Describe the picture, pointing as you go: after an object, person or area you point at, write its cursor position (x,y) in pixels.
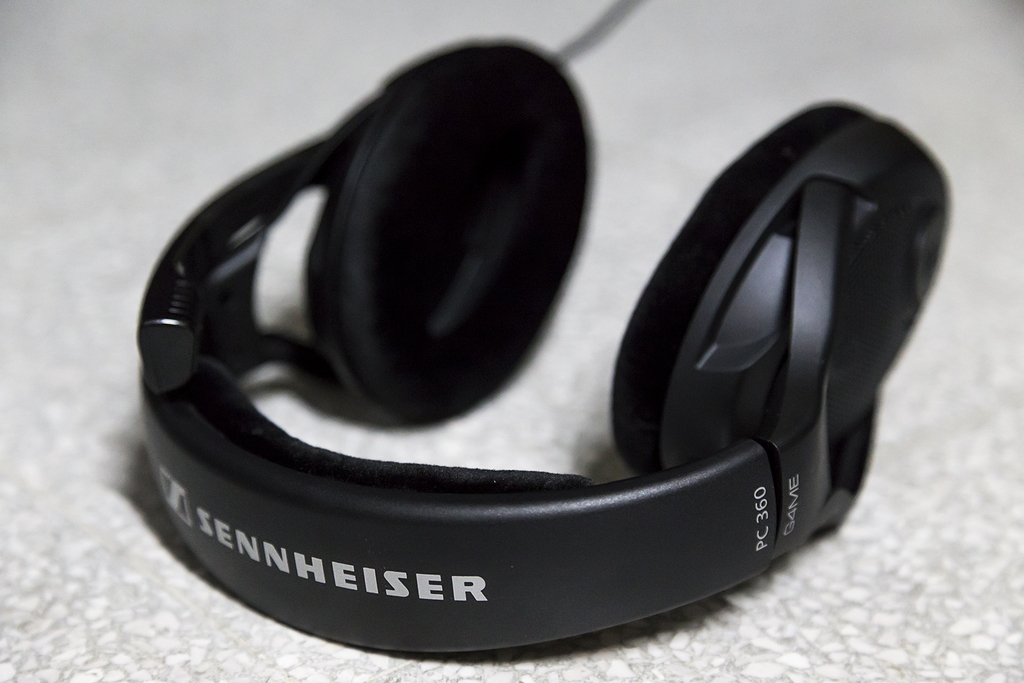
In the picture I can see a black color headphone (417,609) on a white color surface (577,324). On this headphone (449,584) I can see something written on it.
